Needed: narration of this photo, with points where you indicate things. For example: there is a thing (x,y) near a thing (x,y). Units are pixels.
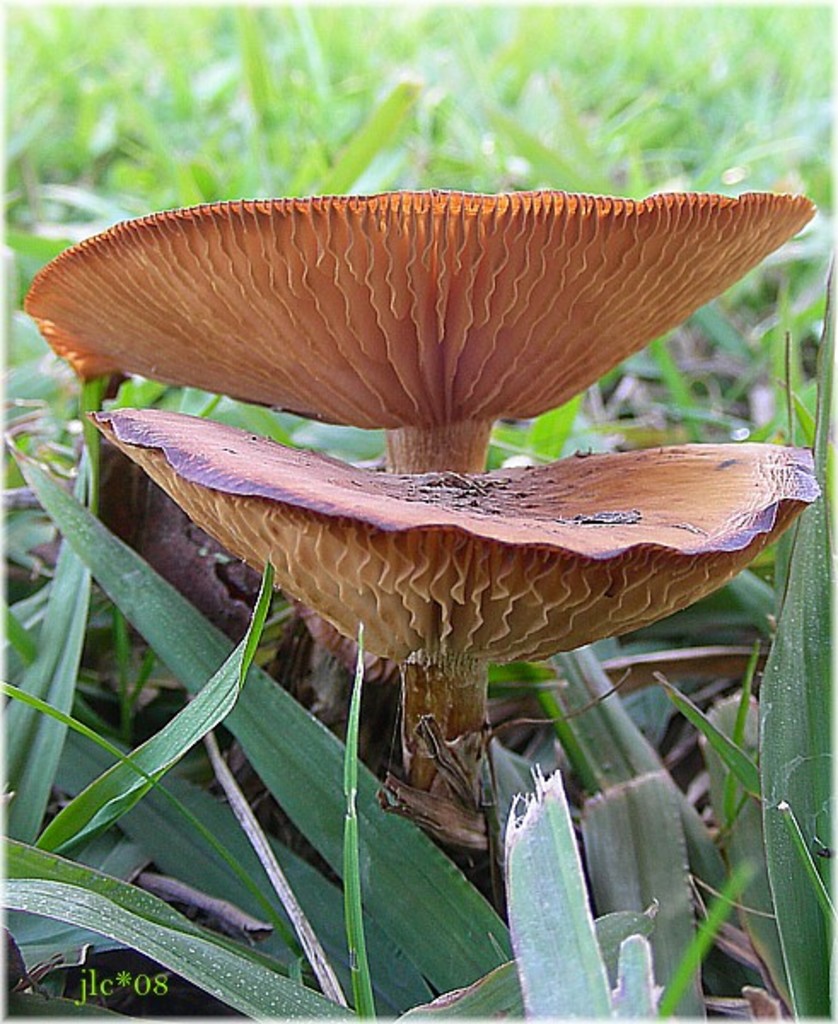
In this image we can see a grassy land (317,1001). There are two mushrooms (592,478) in the image.
